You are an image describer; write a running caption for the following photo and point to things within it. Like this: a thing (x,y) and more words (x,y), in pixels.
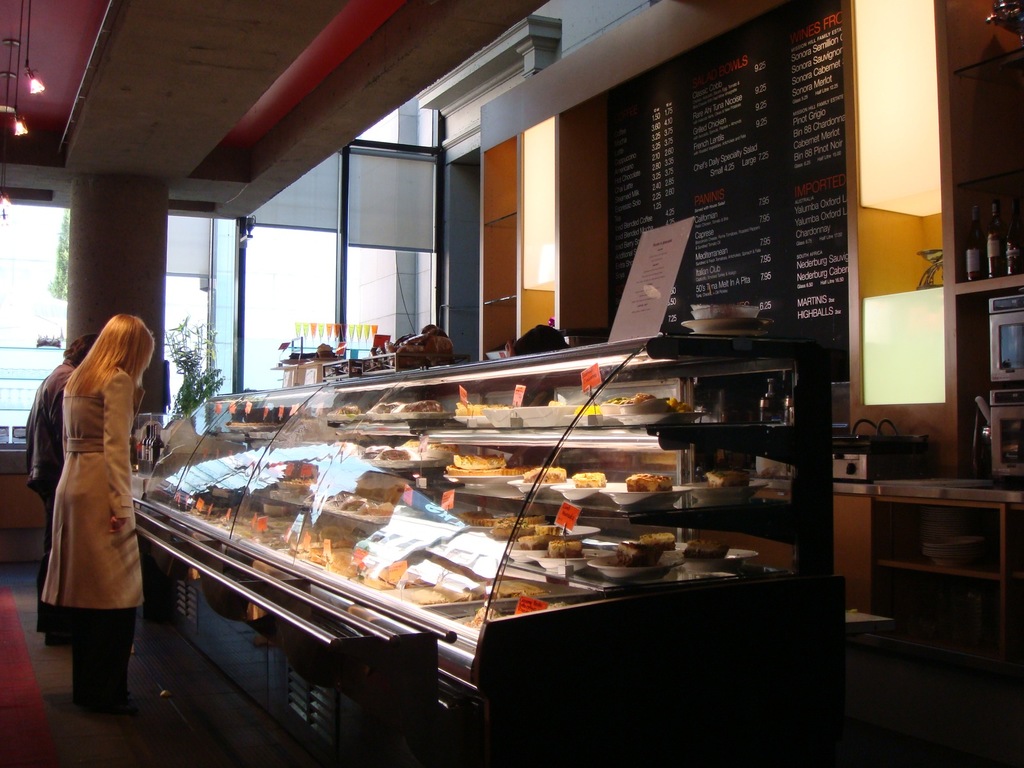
In the picture we can see a bakery (16,90) with a desk (778,725) with glass (231,414) in it, in it we can see some bakery food items (428,348) and near to the desk (578,623) we can see a woman (125,640) standing and watching it and behind the desk (565,625) we can see a wall (530,107) with menu board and beside it we can see a glass wall (348,225) and some plant (199,380) near it.
